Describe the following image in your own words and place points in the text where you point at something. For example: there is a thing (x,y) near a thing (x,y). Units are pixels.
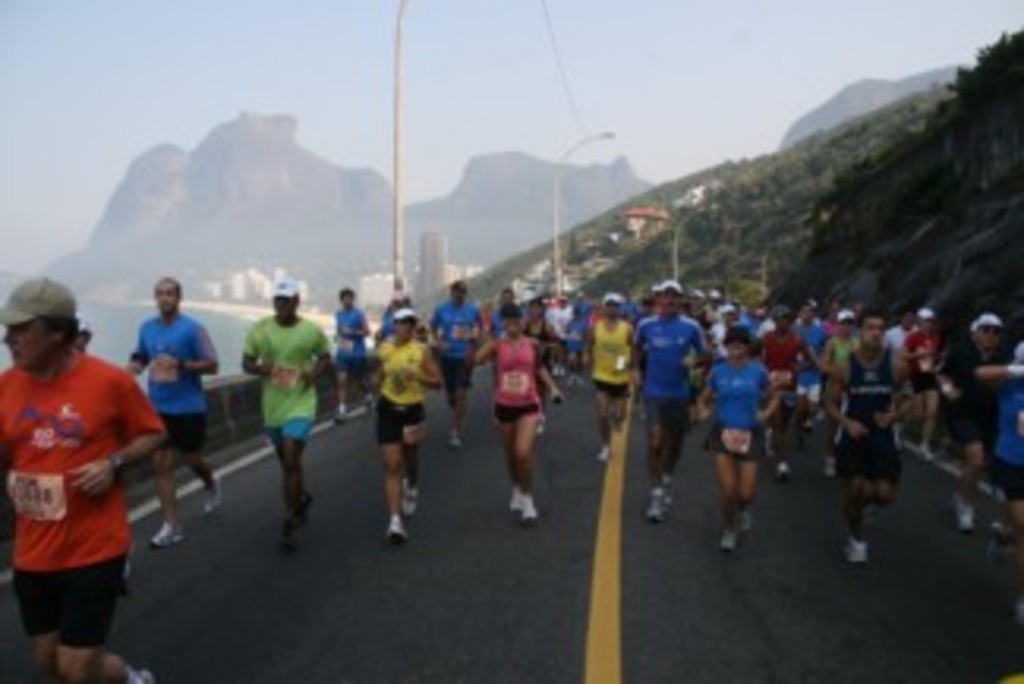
Background (754,43) portion of the picture is blur. We can see the sky (528,88), hills (385,185), buildings (429,268), water (234,333), light poles (399,264). On the right side of the picture (739,225) we can see the hills (748,223) and the thicket (761,219). In this picture we can see the people (433,326) and among them few wore caps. All the people (767,387) are running on the road (507,537) wearing shoes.
